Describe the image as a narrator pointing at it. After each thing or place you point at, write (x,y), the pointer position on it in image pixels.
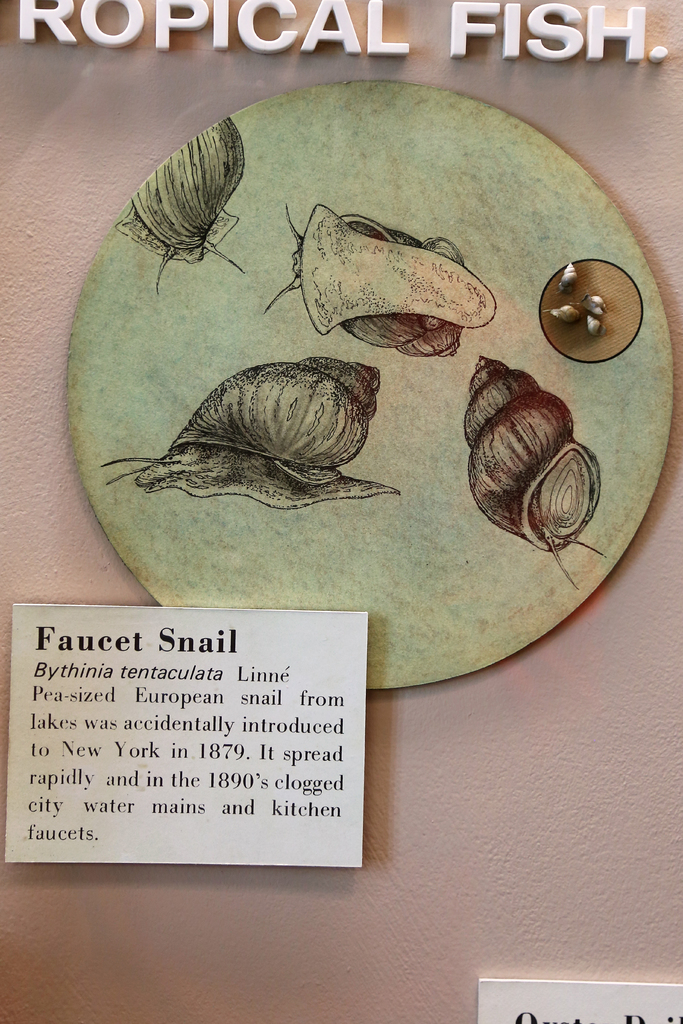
Here we can see drawings (370,365) on a round board (405,310) on a platform (121,13) and we can also see two tags (277,804) and on one tag (252,806) we can see texts (176,725) written on it and at the top (66,39) we can see a text (69,1) written on the platform (15,103).
